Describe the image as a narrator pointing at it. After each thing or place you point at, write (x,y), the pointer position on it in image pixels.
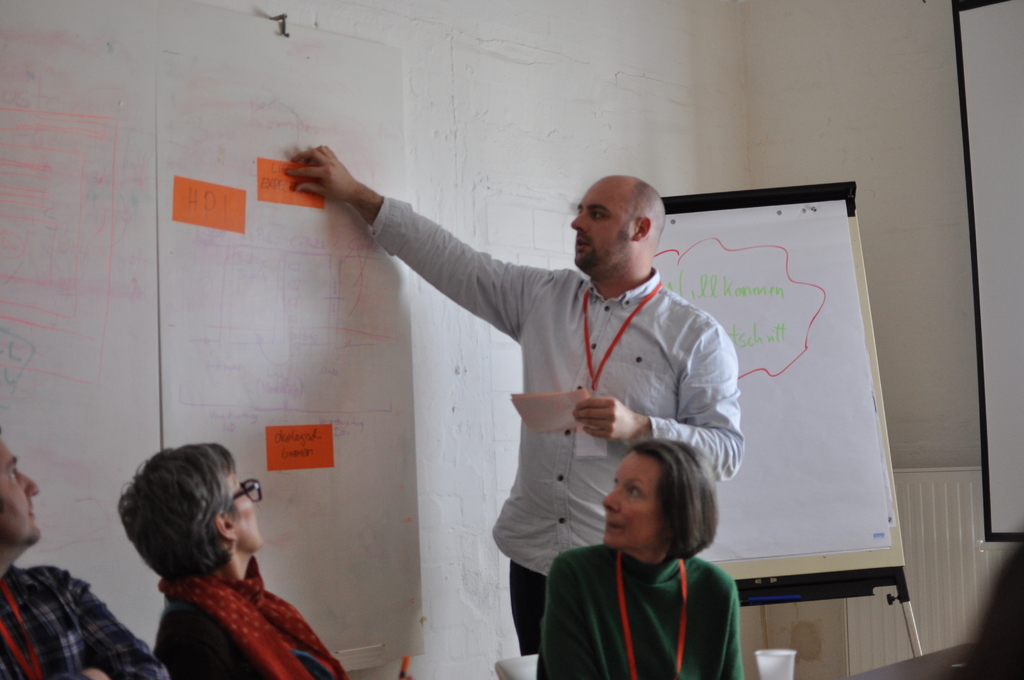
In this image a person (522,310) is standing and he is holding few papers (554,414). He is sticking papers (208,218) on the board (253,198) which is attached to the wall (439,167). Behind him there is a board (860,506) on the stand (915,636). Bottom of the image (68,578) there are few persons (331,668) sitting on the chairs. Right bottom there is a glass (768,676). Right side (974,23) there is a screen (983,68).
